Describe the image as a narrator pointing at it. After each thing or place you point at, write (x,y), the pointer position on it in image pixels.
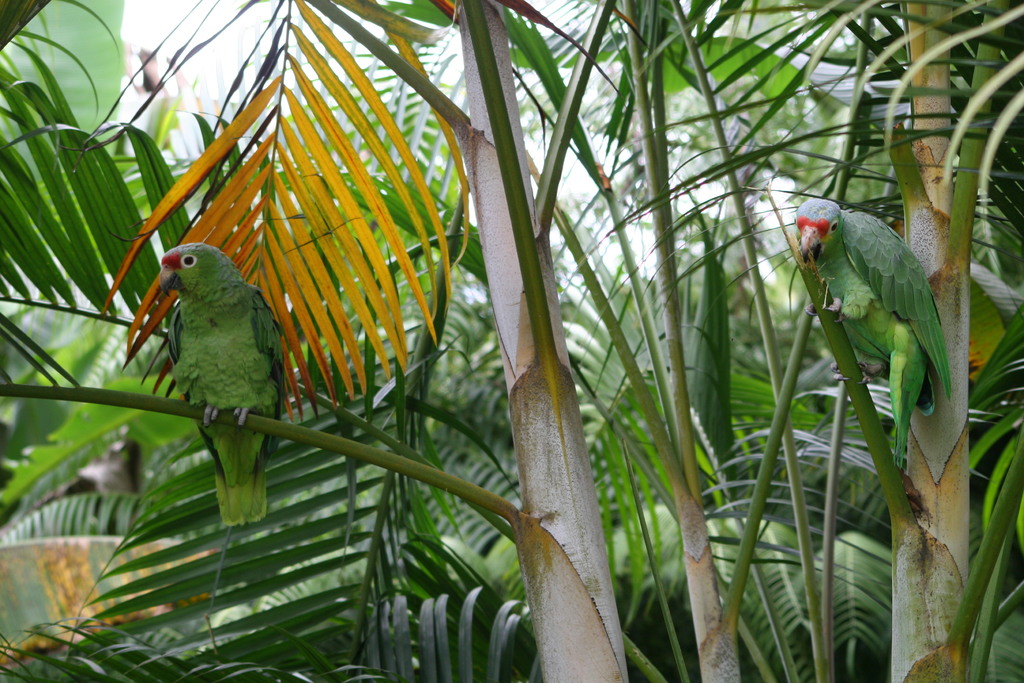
In this image there is a tree (581,72), on that tree (816,275) there are two parrots (831,269).
